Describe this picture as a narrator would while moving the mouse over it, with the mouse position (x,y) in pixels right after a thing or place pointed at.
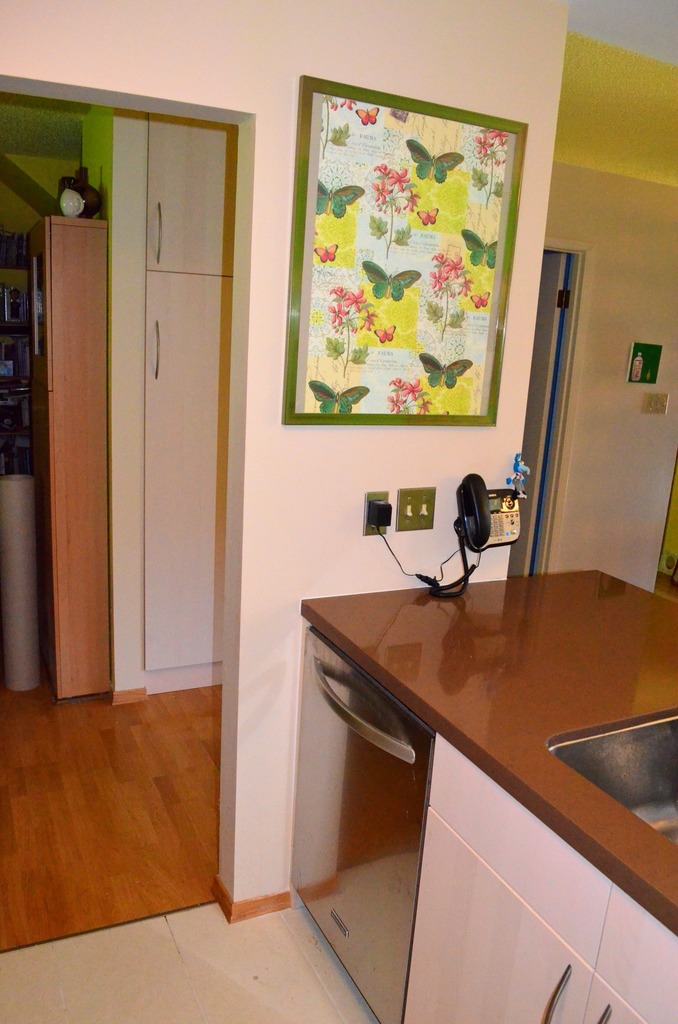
In the foreground of this image (390,586), on the kitchen slab (524,629), there is a wash basin (637,788), few cupboards (447,862) to it and there is a land phone (517,494) and a frame (393,323) on the wall (336,449). On the left (36,90), there is an entrance (238,487) where we can see few cupboards (55,453), objects (94,208) and the wall (52,194) in the background (66,141). On the right (608,394) background (602,448), there is a door (542,397), wall (619,252) and the ceiling (634,32).
